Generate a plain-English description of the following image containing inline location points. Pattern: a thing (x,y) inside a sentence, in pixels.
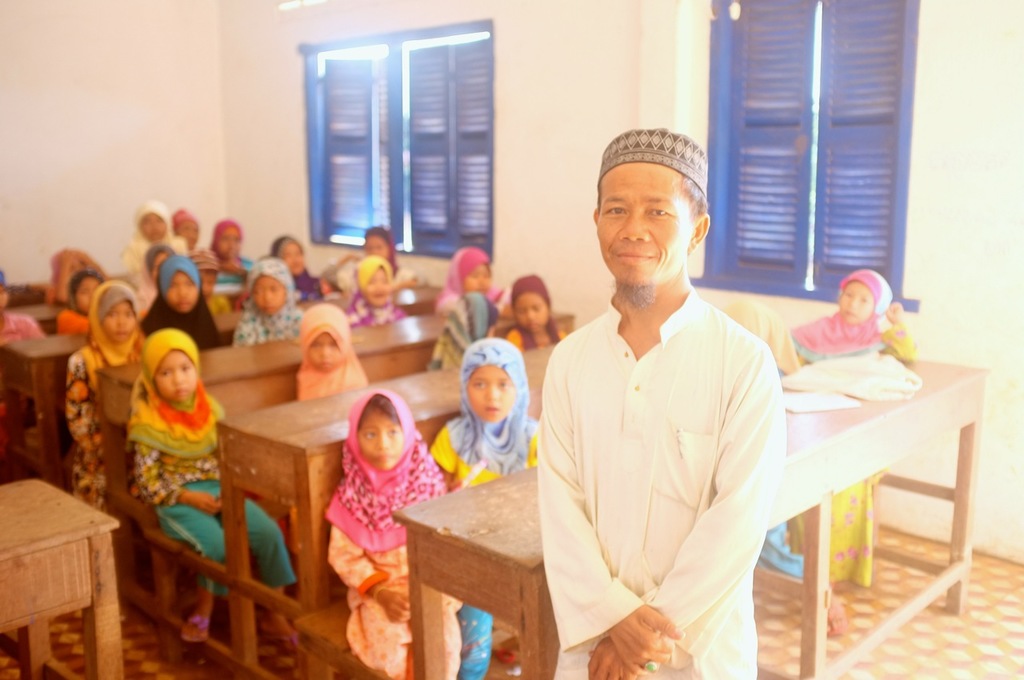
There are group of girls (191,223) sitting on the bench (316,602). This is the man (672,476) standing. He wore a cap (658,155) on his head (695,248). These are the windows (422,135) which are painted in blue color. This looks like a classroom (427,509) with benches (287,472). I can see some paper (810,400) placed on the bench (915,406).
